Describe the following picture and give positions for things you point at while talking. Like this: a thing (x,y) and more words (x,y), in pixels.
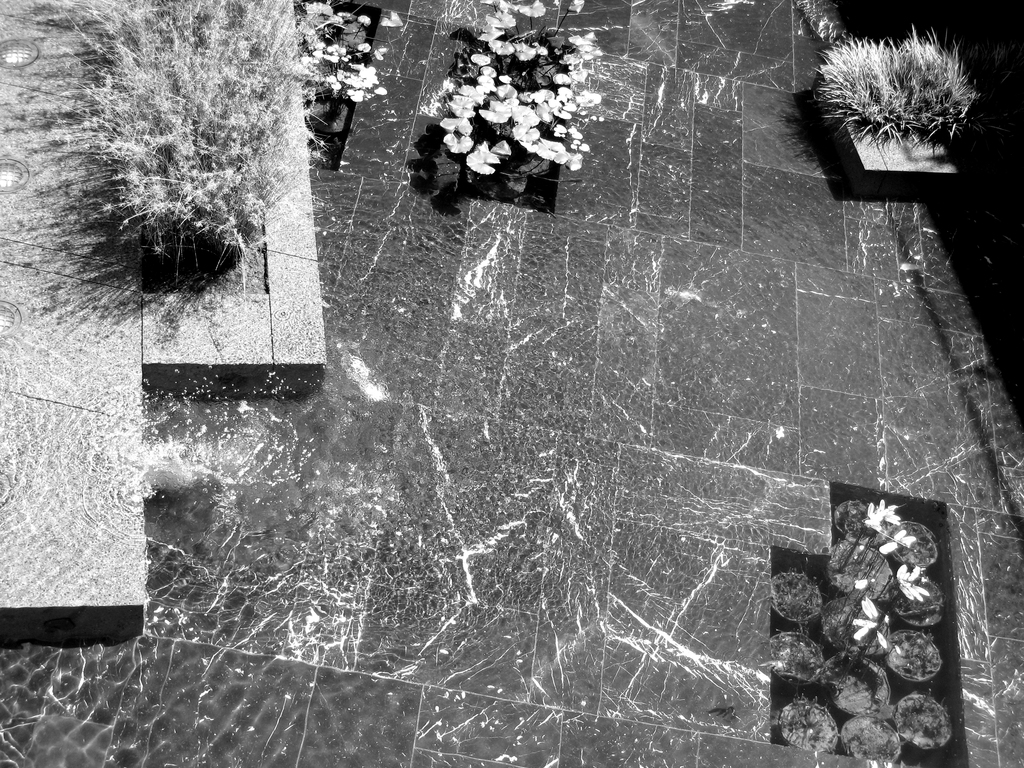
As we can see in the image there are plants (178,139), flowers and pots (876,712).
